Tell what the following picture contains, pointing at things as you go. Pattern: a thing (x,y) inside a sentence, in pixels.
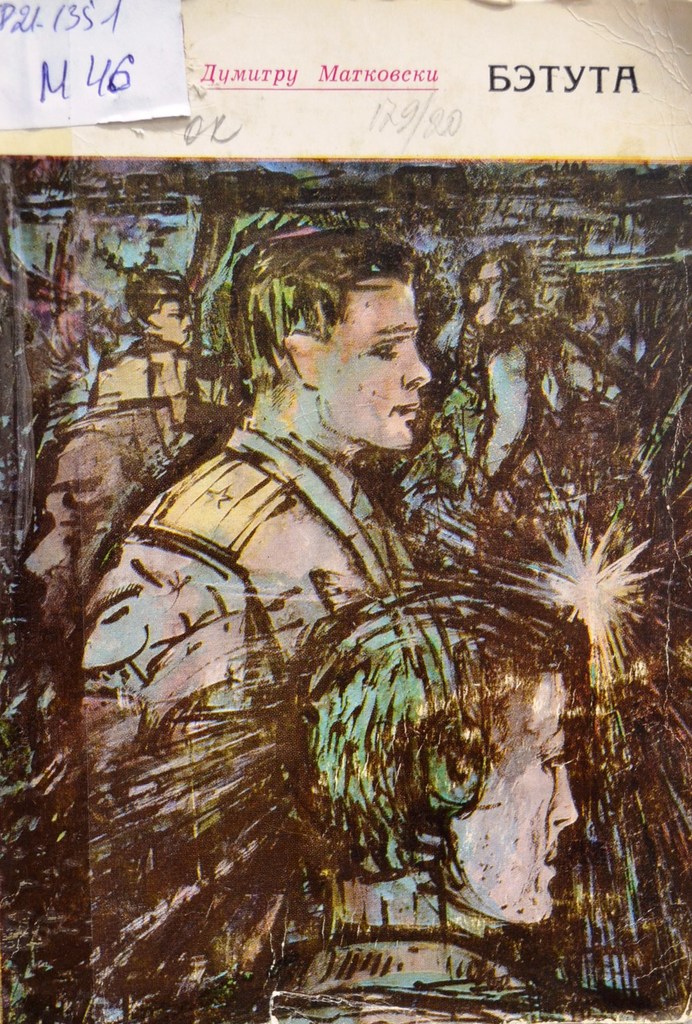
In this picture I can observe a cover page (153,312) of a book (137,336). I can observe few people (174,576) on the cover page (389,756). I can observe some text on the top of the picture (358,85).
